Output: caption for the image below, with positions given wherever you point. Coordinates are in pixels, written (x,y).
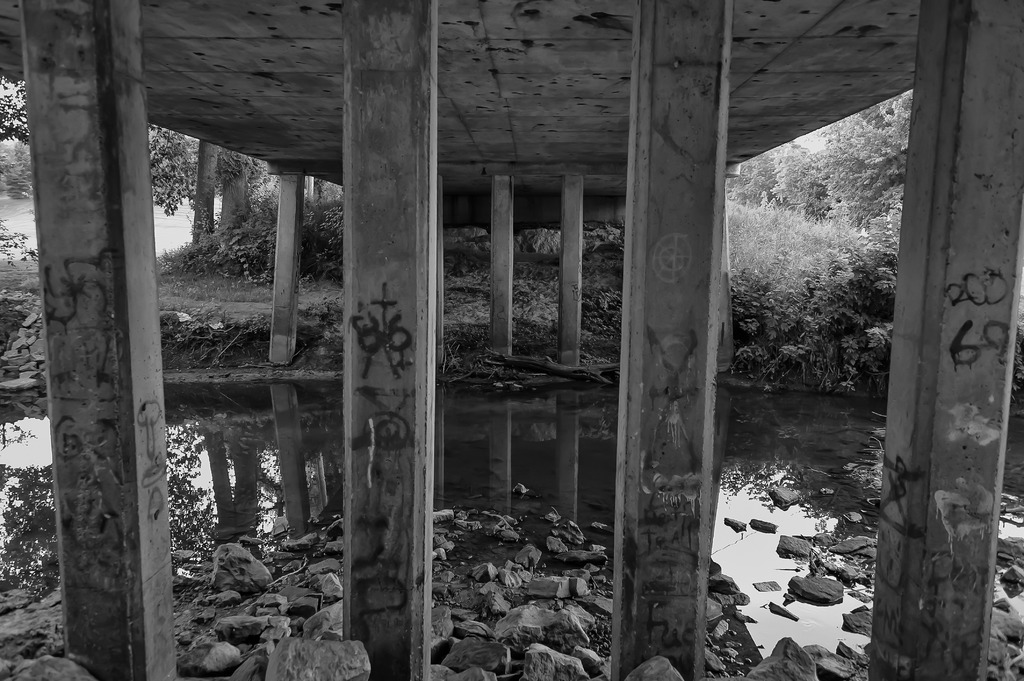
This is a black and white picture. In the foreground of the picture (136,194) there are pillars (407,416), stones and water (748,441). In the background (838,254) there are plants (260,255), trees (159,140), grass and stones (13,330). At the top (545,55) it is bridge (558,91).
